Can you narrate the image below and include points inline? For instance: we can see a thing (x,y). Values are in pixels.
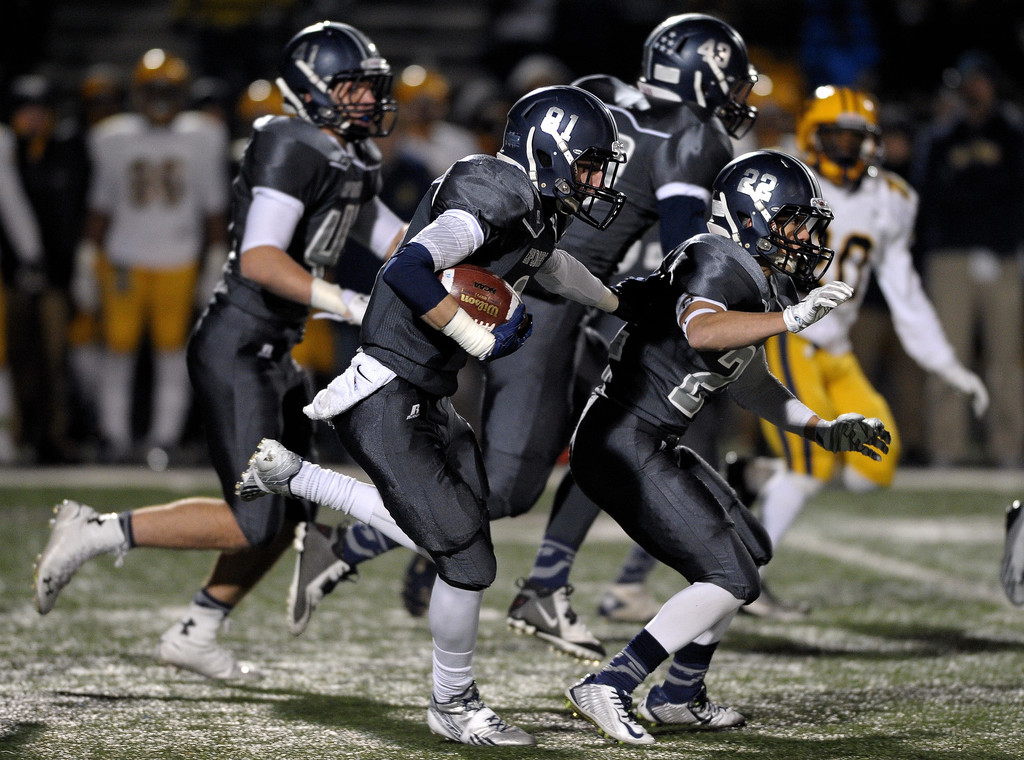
In this picture we can see some people (823,361) are playing a game, they are wearing helmets (605,116), a person (514,117) in the front (450,365) is holding a ball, at the bottom (948,725) there is grass (955,757), we can see some people (868,94) in the background (822,6).
